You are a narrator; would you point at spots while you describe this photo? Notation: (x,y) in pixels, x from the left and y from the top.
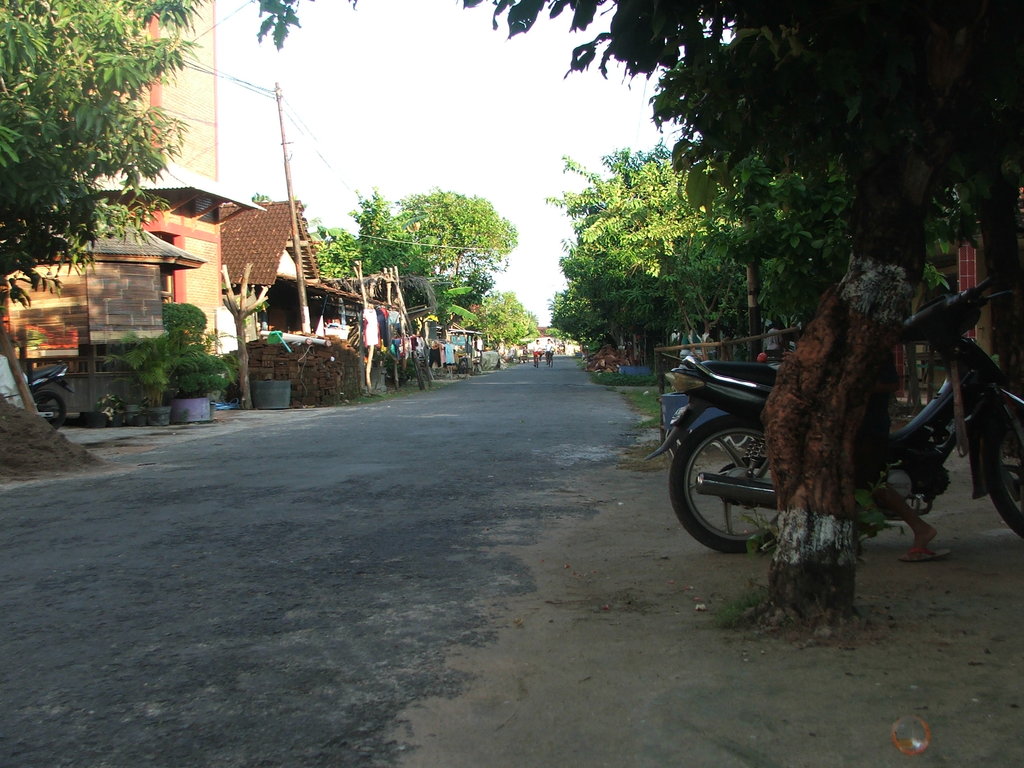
In this image, I can see the houses (154,294), a building (154,291), trees (86,137), plants (136,345) and a current pole (285,152) with wires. There are two persons (552,353) on the road (548,393). On the right side of the image (875,468), I can see a person (882,491) and a motorbike (950,426), which is parked behind a tree (805,471). In the background (520,218), there is the sky (378,95).
